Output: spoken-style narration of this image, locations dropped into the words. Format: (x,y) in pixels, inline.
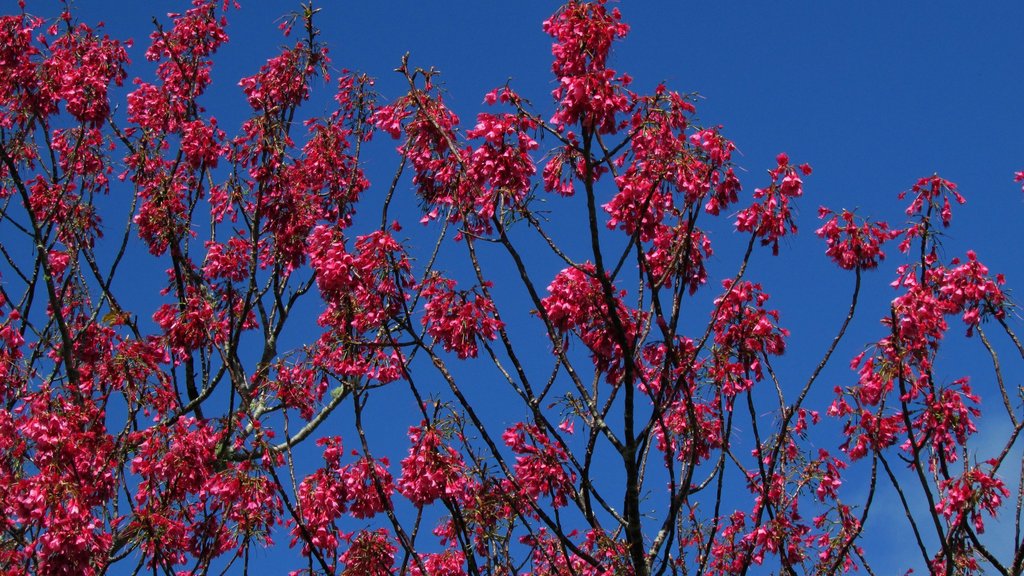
In this image I can see flowers (147,365) in pink color, background (487,15) the sky (464,113) is in blue color.
